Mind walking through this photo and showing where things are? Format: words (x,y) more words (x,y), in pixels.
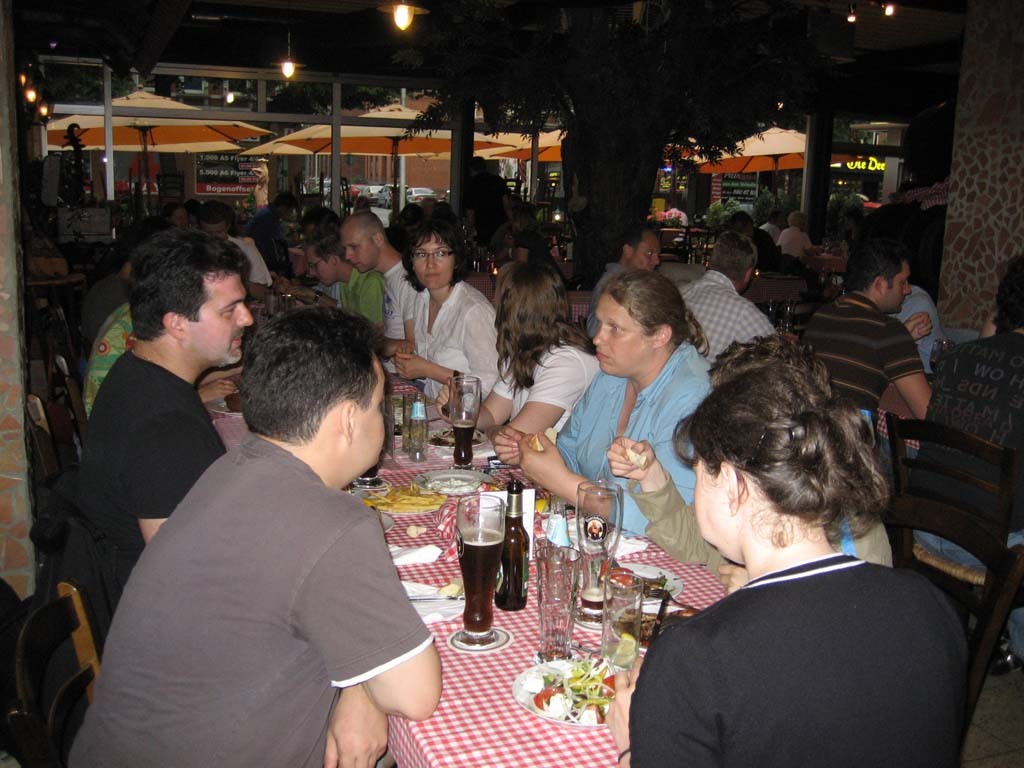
In the picture we can find many people (659,481) sitting on the chairs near the table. On the table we can find a cloth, glasses (470,417), beer bottles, plates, food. In background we can find a lights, trees (698,89), and house (218,89).
